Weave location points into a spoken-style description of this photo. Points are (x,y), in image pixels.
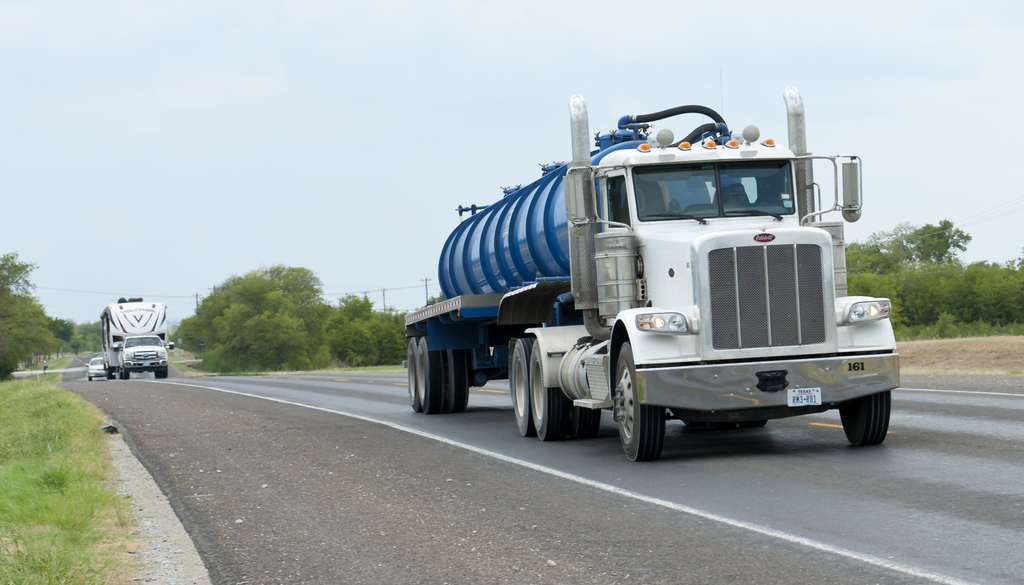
In the middle (598,384) a truck (688,372) is moving on the road (751,445). It is in white and blue color. There are trees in this image. At the top (253,26) it is the sky (265,101).
